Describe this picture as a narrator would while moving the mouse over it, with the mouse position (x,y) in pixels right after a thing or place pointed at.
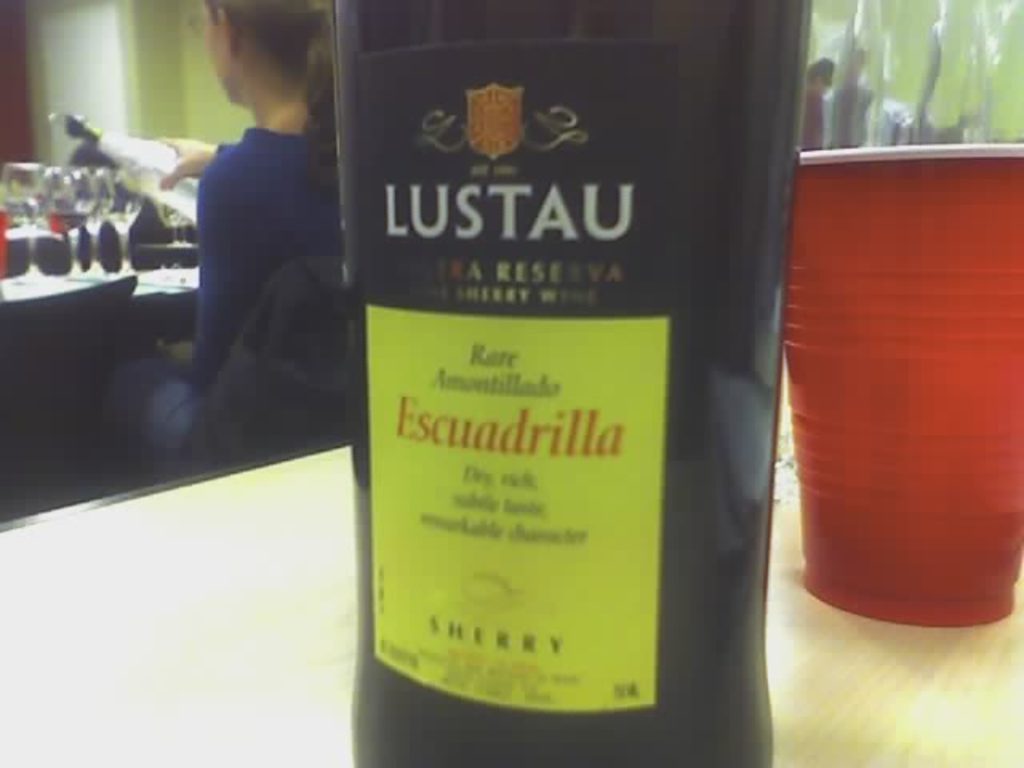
In this image I can see a bottle (579,497), cup (926,434) on the table (819,691). At the back (294,110) there is a woman (141,373) sitting and holding bottle (123,152). At the right (863,86) there is another person (818,113).
